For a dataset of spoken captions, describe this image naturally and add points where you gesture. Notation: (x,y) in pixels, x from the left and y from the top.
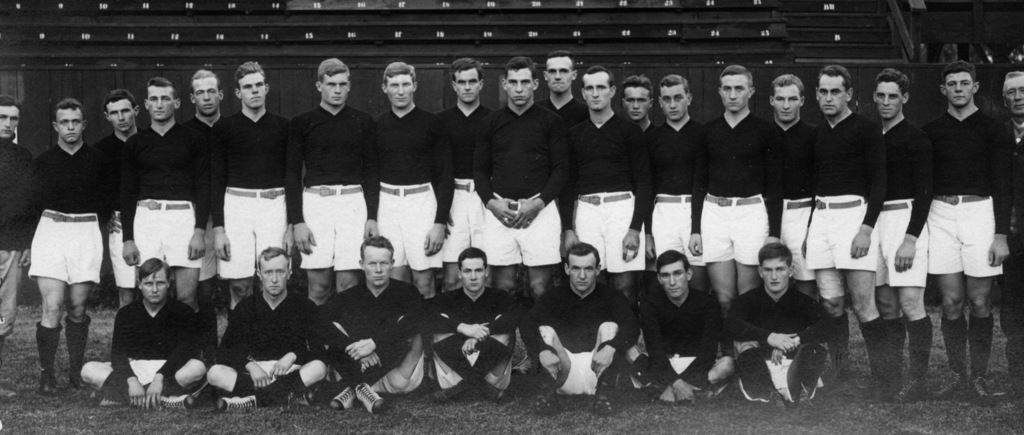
In this picture we can see a group of men (187,277) on the ground (845,416), some men (656,388) are sitting, some men (266,164) are standing and at the back of them we can see the wall (229,86), steps (789,43) and some objects (907,36).
